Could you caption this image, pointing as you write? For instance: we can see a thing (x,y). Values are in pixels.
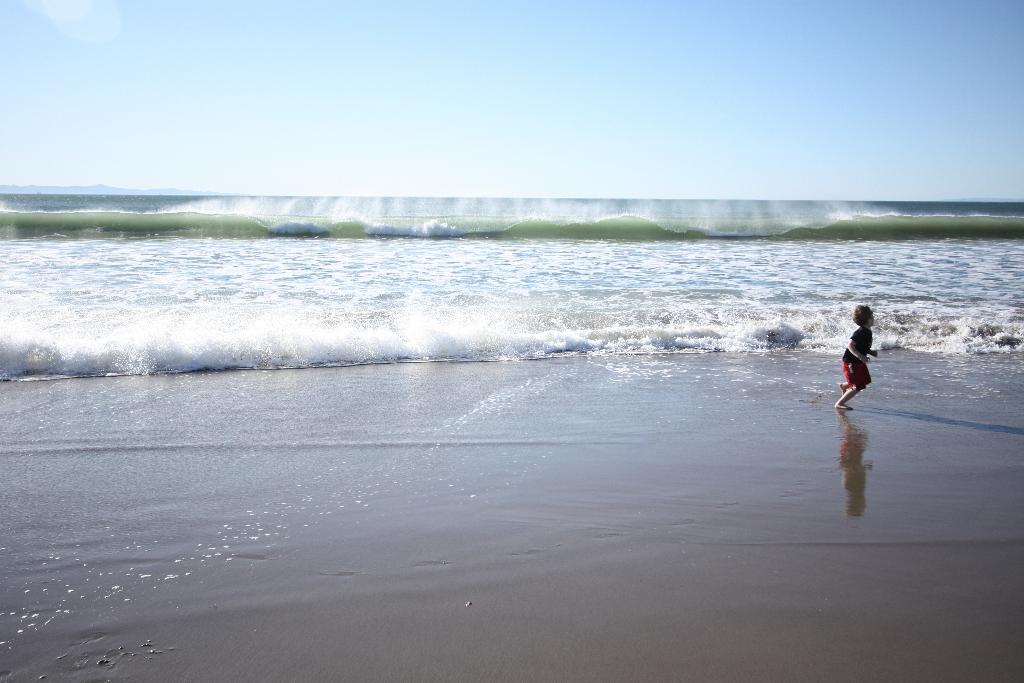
In this image in the front (746,379) there is a kid (863,359) running in the water (876,373). In the background (386,254) there is an ocean (400,240).
